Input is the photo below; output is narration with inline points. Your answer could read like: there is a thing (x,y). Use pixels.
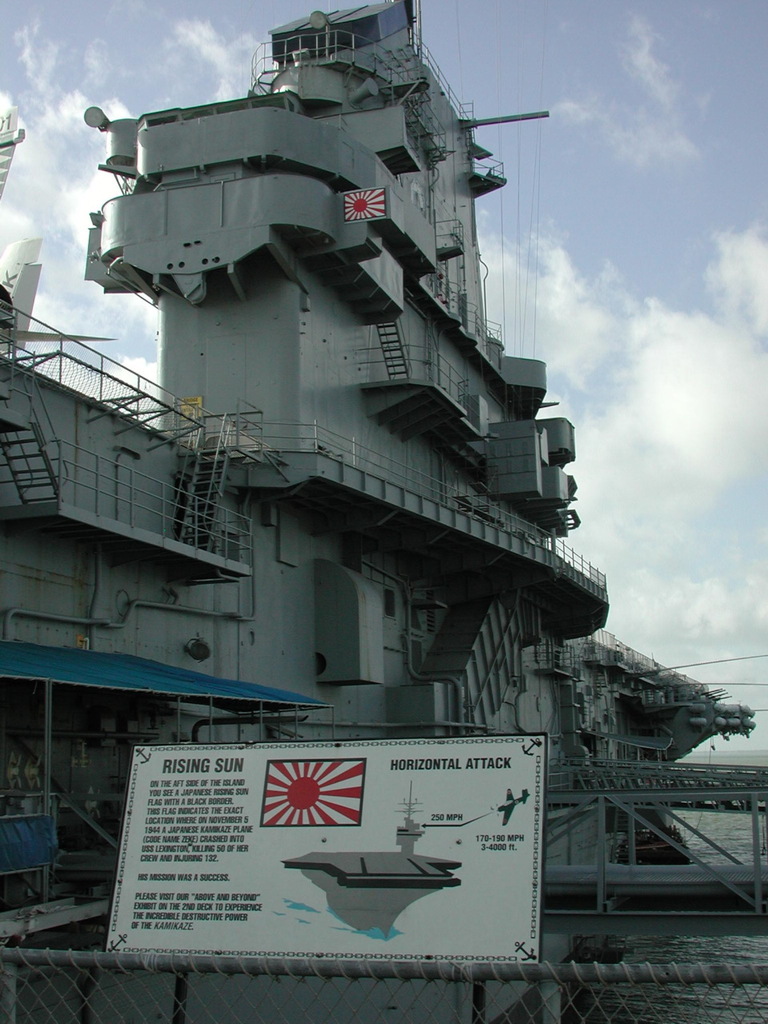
In the center of the image (357,569), we can see a ship (288,534) with stairs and there is a board (398,912). At the top (539,149), there are clouds (591,280) in the sky (654,353).
